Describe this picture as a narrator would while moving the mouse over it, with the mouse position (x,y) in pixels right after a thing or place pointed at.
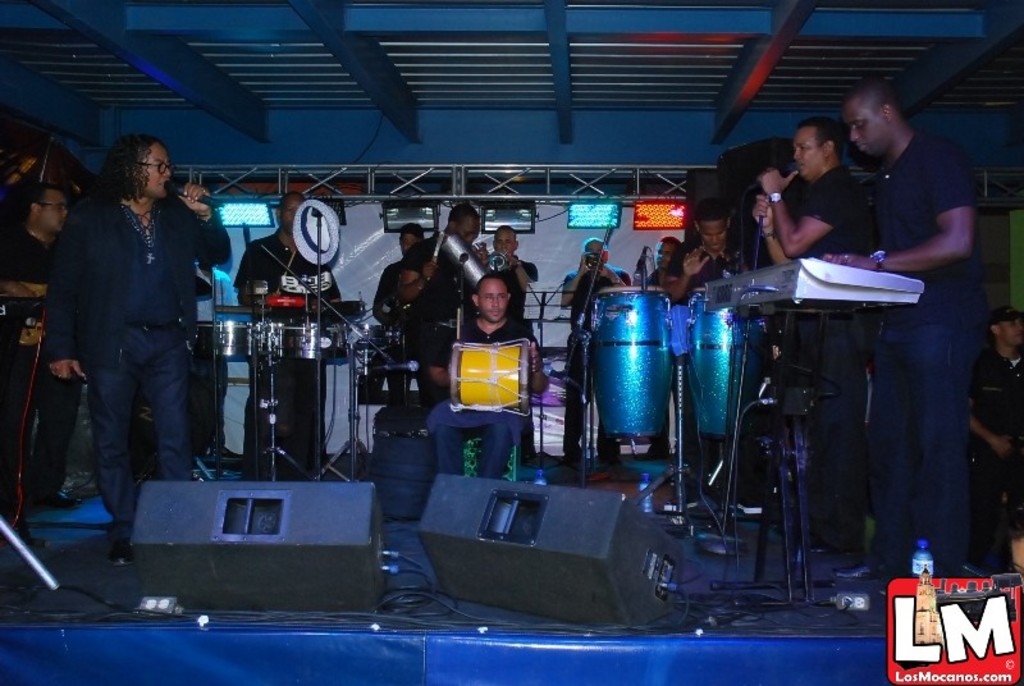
There are group of people (444,236) standing and playing different types of musical instruments (647,323) and also singing songs. Here is a man (494,327) sitting and playing drums (505,385). These looks like speakers (525,558). At background (258,220) I can see show lights (527,210). This is the rooftop (444,85).
